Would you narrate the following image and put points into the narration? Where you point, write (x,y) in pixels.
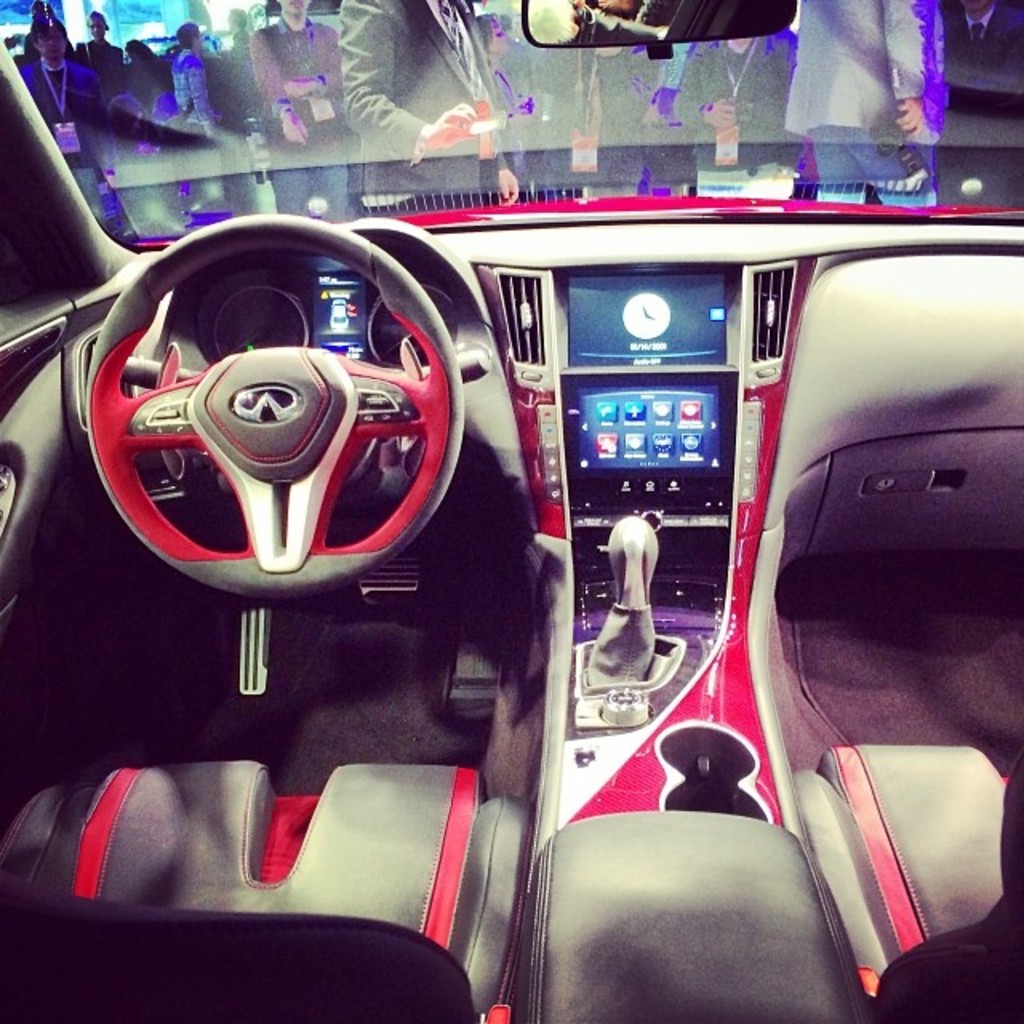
In this image we can see inside view of a vehicle (808,695) in which we can see screens (677,304), clock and a mirror (661,25). In the background (298,144), we can see some people (394,114) standing. One person (433,7) is holding a device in his hand (465,133). One man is holding a camera (911,167) in his hand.
